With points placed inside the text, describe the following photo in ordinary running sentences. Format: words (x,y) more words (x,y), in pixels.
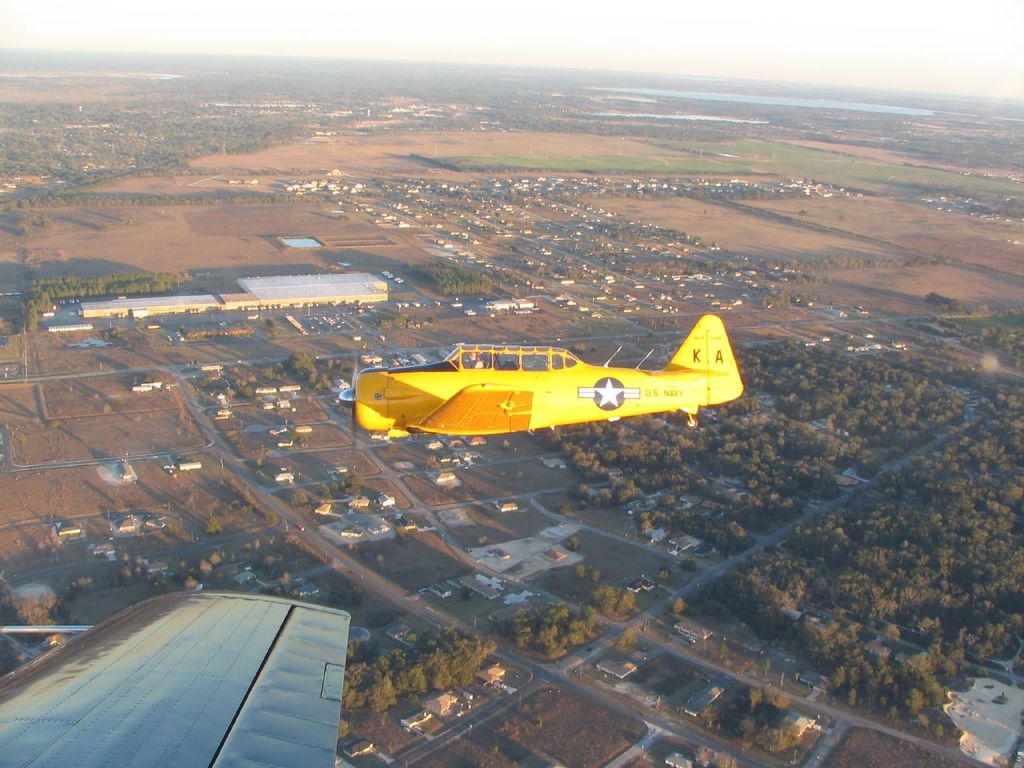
It is the aerial view of a city (537,225), the picture is taken from a plane (274,609) and behind the plane (163,747) there is a flight (583,404) flying in the air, on the ground (366,557) there are many houses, buildings (386,495), trees (713,489) and most of the land (636,151) is empty. In the background (654,91) there is a water surface (828,106).
